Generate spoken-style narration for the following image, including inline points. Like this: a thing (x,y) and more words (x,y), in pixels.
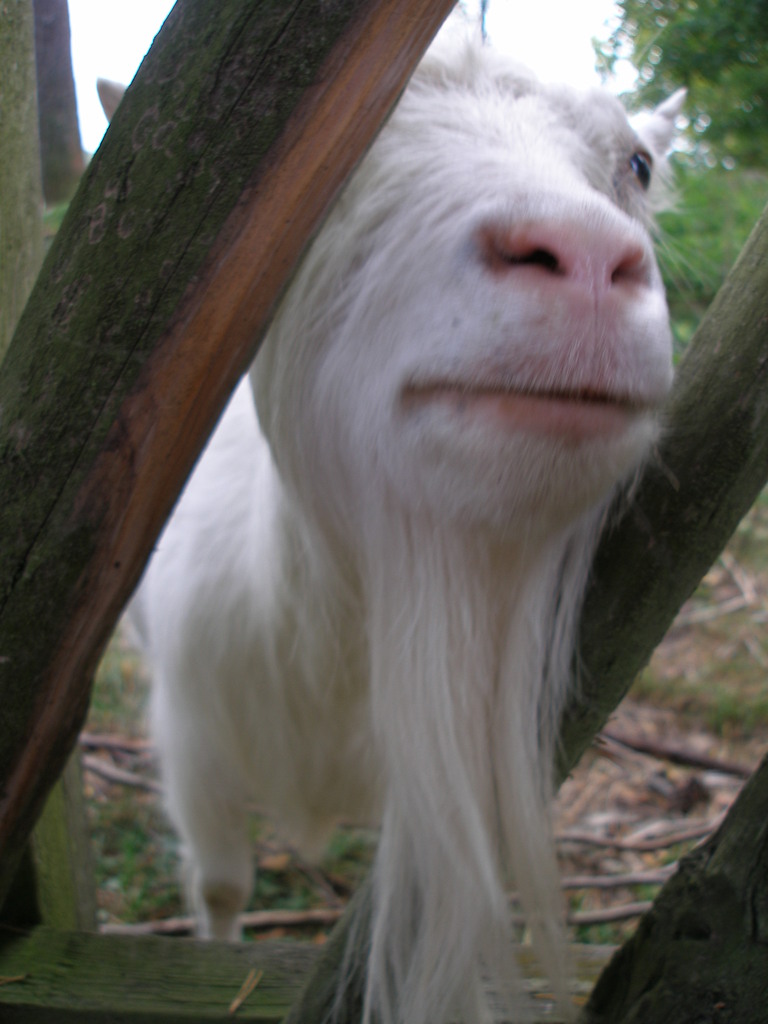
In this picture there is an animal (491,466) standing behind the wooden railing (654,494). At the back (643,68) there is a tree (643,10). At the top (139,15) there is sky (125,15). At the bottom (717,688) there is grass (756,554) and there are sticks (678,829).
